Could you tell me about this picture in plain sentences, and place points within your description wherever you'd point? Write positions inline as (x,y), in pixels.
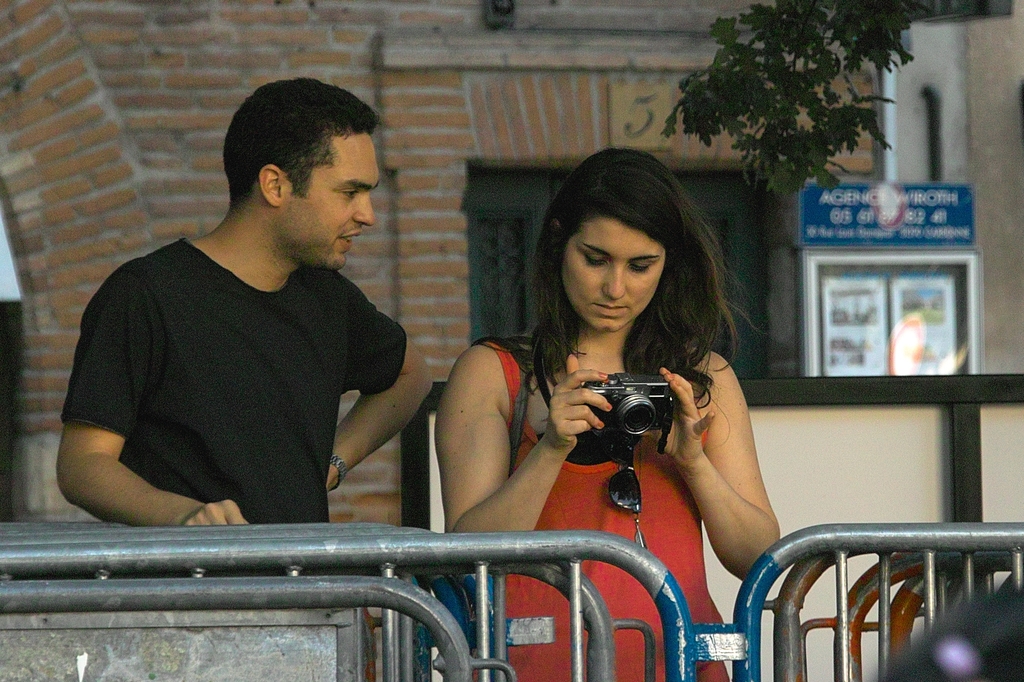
In the picture I can see a person (252,320) wearing black T-shirt (247,337) is standing and there is a woman (529,359) beside him is holding a camera (629,384) in her hand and there is a fence (370,531) in front of them and there is a building (397,45) and some other objects (729,53) in the background (250,22).
